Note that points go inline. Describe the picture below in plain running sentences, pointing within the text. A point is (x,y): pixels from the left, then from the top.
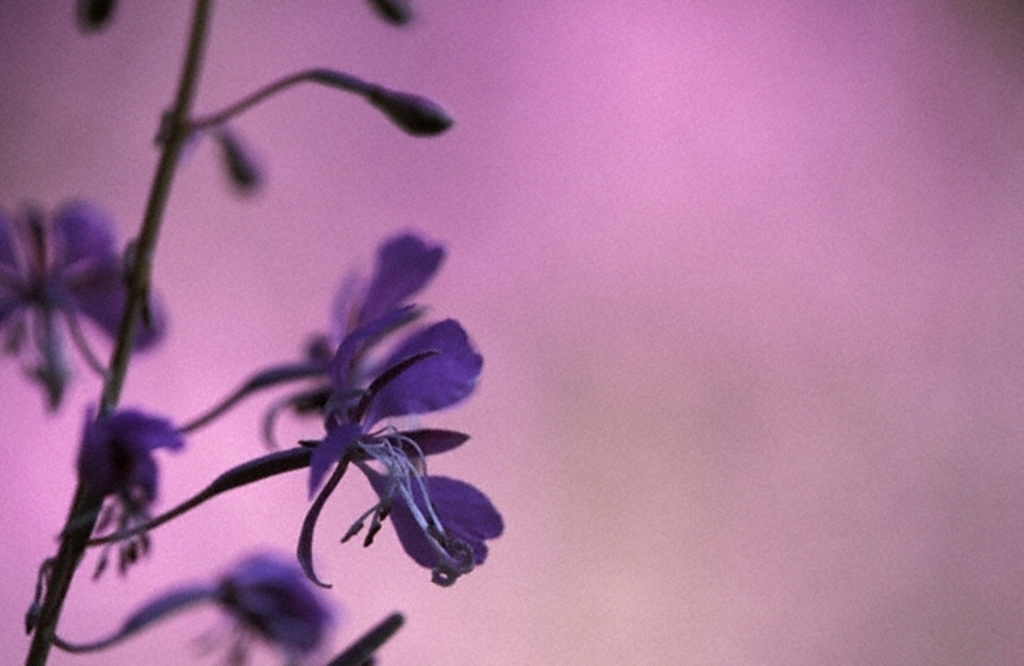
In the picture we can see a flower (402,256) which is in violet color and the background (172,375) is pink color.
